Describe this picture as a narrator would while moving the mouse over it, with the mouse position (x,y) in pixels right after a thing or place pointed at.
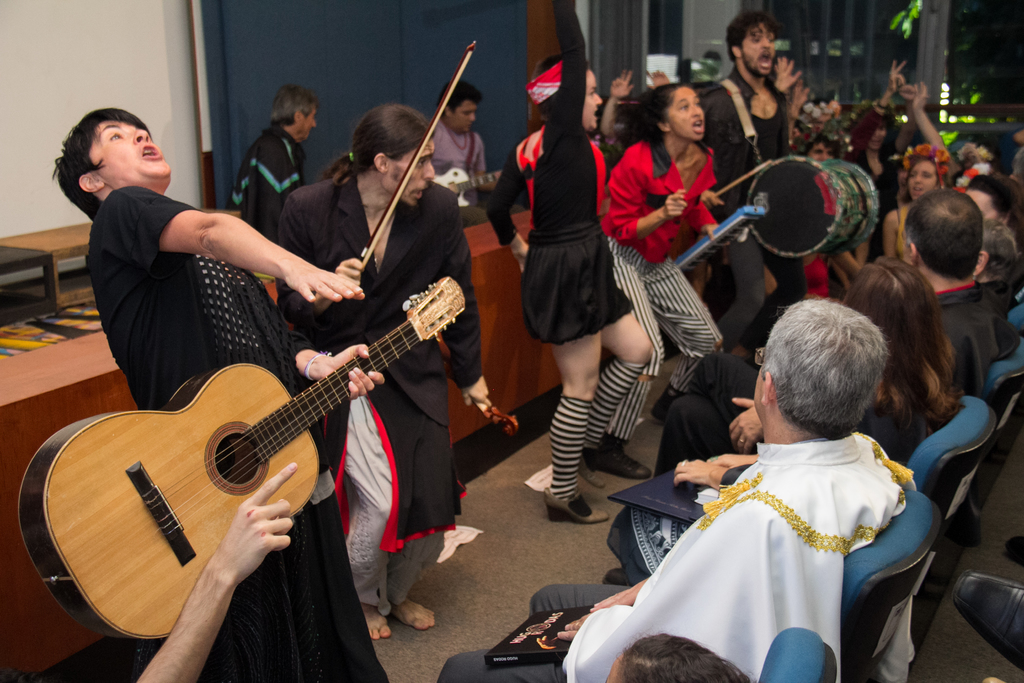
In the picture we can see few people (701,424) are sitting on a chairs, and people (624,435) who are standing on floor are playing some act and musical instruments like guitar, drums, in the background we can see a desk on it we can see two people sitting on it, and we can see a wall (185,174) and curtain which is blue in color.
